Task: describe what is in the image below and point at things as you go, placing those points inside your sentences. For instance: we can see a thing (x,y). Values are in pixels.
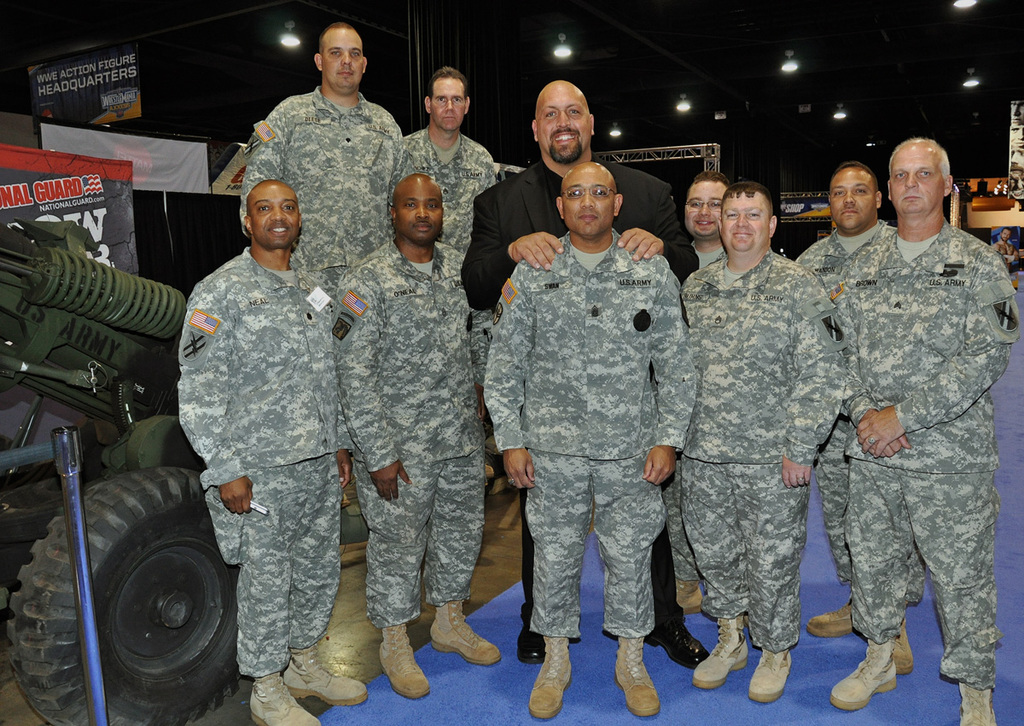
In this image there are few persons (542,306) standing on the ground (420,716), in the background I can see lights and on the left side (146,311) I can see vehicles (62,333).
